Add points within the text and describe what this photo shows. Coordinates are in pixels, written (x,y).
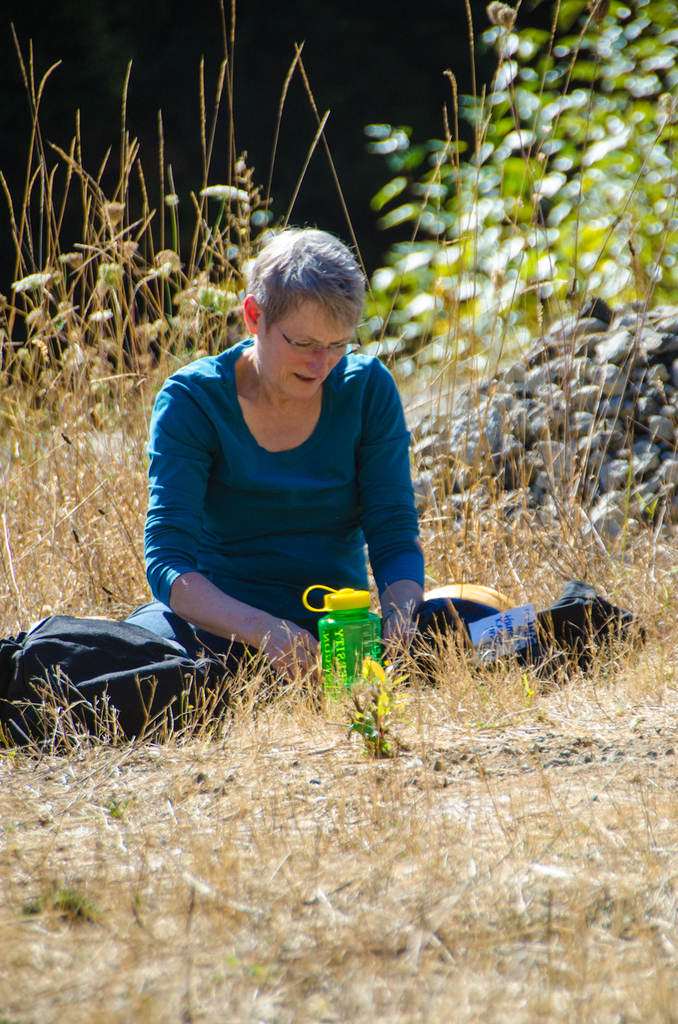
In this picture we can see a woman (382,470) is seated on the grass (238,680), in front of her we can find a bottle (339,624) and couple of bags (35,673), in the background (530,253) we can see couple of plants (516,257).
